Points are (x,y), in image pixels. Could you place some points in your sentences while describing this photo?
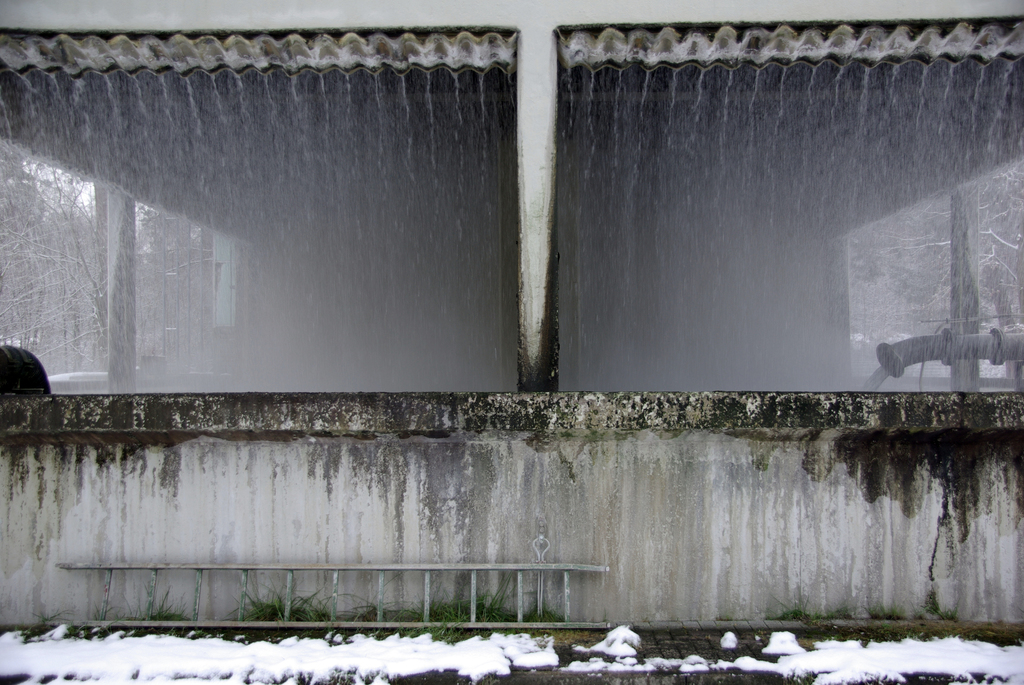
In front of the image there is a ladder (429,618) on the snow surface (176,649), behind the ladder (297,620) there are plants (386,620) and there is a concrete fence (462,470), behind the fence (482,397) there is a metal shed roof (413,60) with pillars (534,292) and there is water (484,80) falling from the shed (338,61), in the shed (820,288) there is water (876,380) flowing from the pipe (891,354), in the background of the image (0,295) there are trees (20,274).
